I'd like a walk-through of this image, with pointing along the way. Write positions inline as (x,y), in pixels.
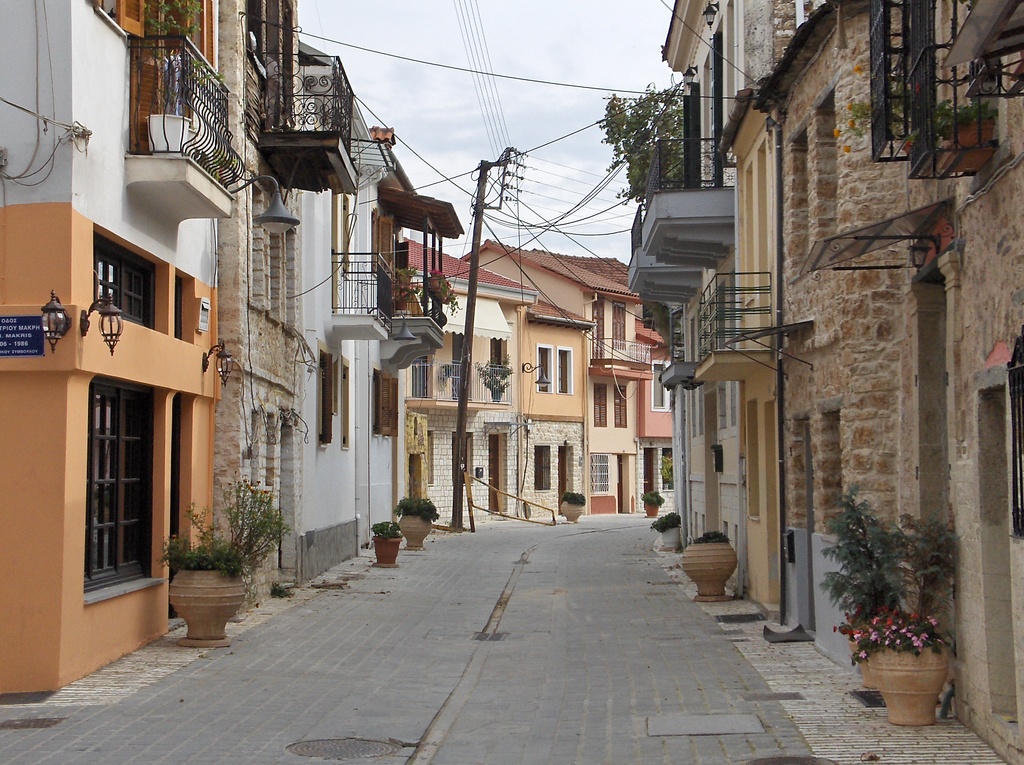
In this image we can see the houses (666,385), glass windows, beside that we can see the lamps (67,330), on the left (30,337) we can see text (16,343) written on the board (37,326), beside that we can see fence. And we can see plants (904,648) in the pots (913,657). And we can see the transmission towers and cable wires (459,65). And we can see the sky (439,67) with clouds (417,82).
